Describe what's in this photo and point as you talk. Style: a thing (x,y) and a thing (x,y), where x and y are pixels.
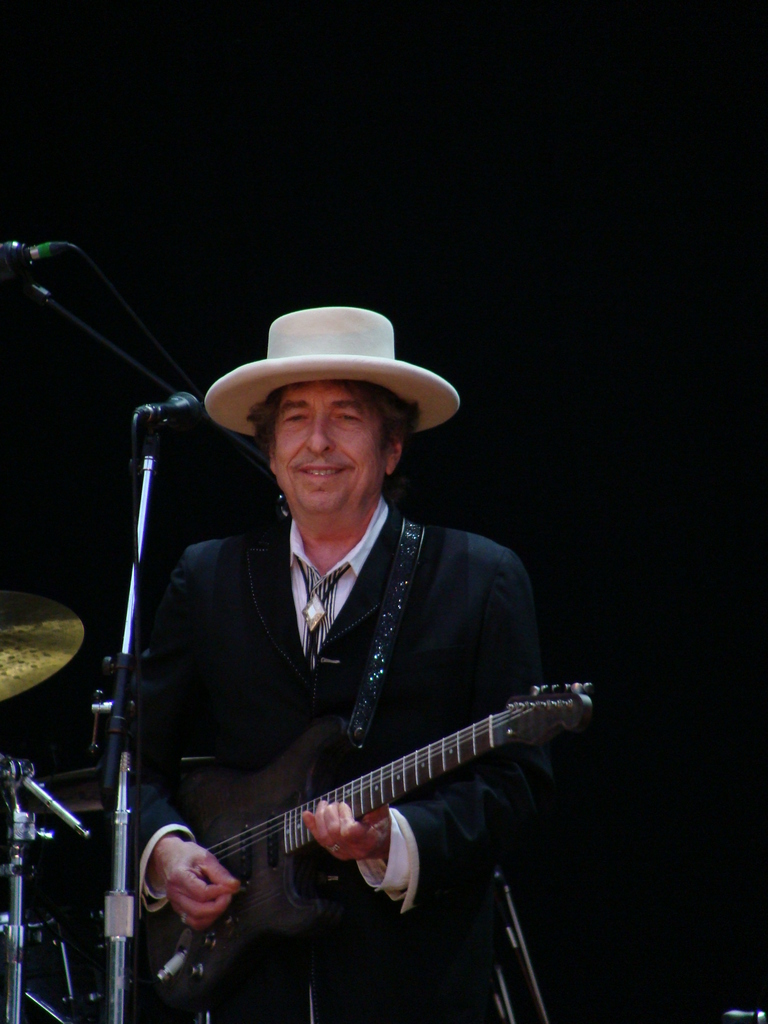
there is a man (214,896) playing guitar (171,908) in front of the microphone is smiling.
